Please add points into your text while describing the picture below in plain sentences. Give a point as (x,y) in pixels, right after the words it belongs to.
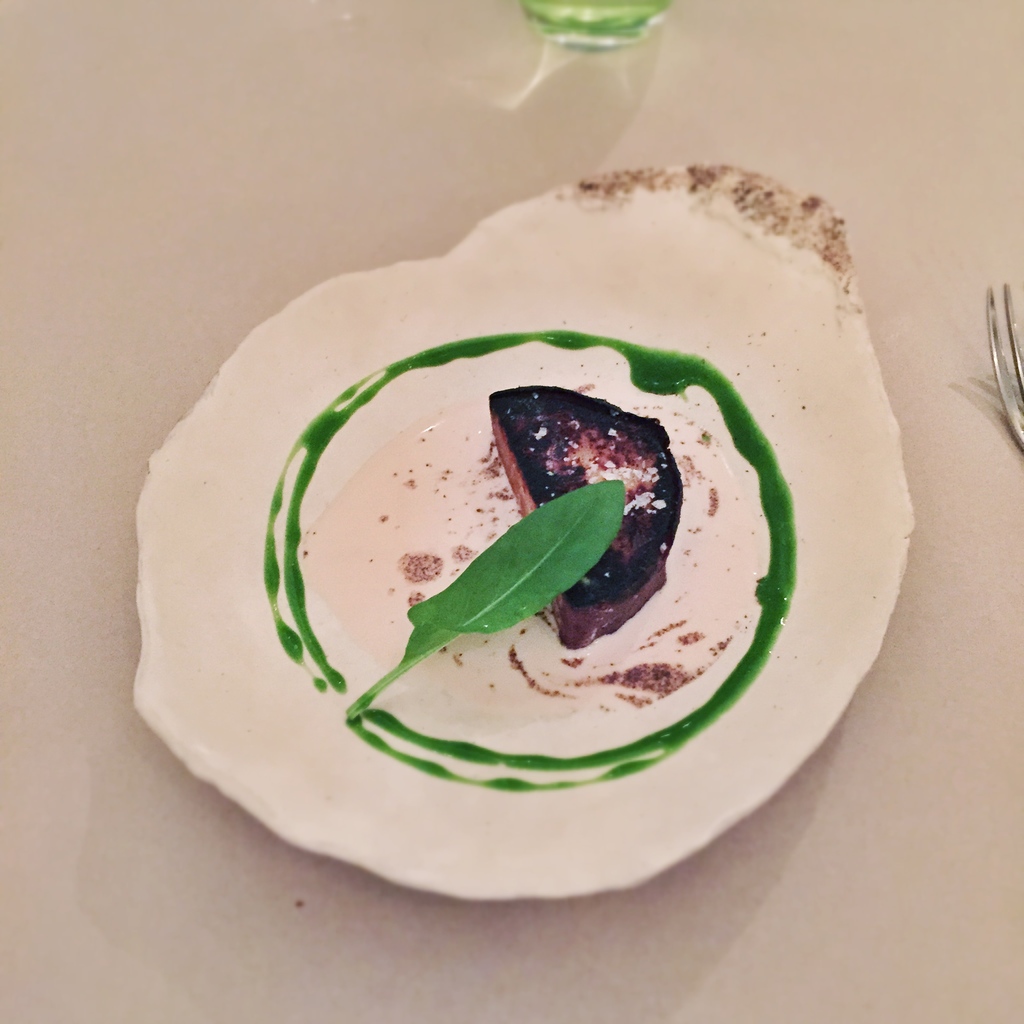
In this picture we can observe white color plate (245,422) placed on the table (363,892). There is a piece of food (610,612) which is in brown color in the plate (430,505). We can observe a green color leaf (516,595). On the right side (994,326) there is a fork (994,309) on the table (981,352).
